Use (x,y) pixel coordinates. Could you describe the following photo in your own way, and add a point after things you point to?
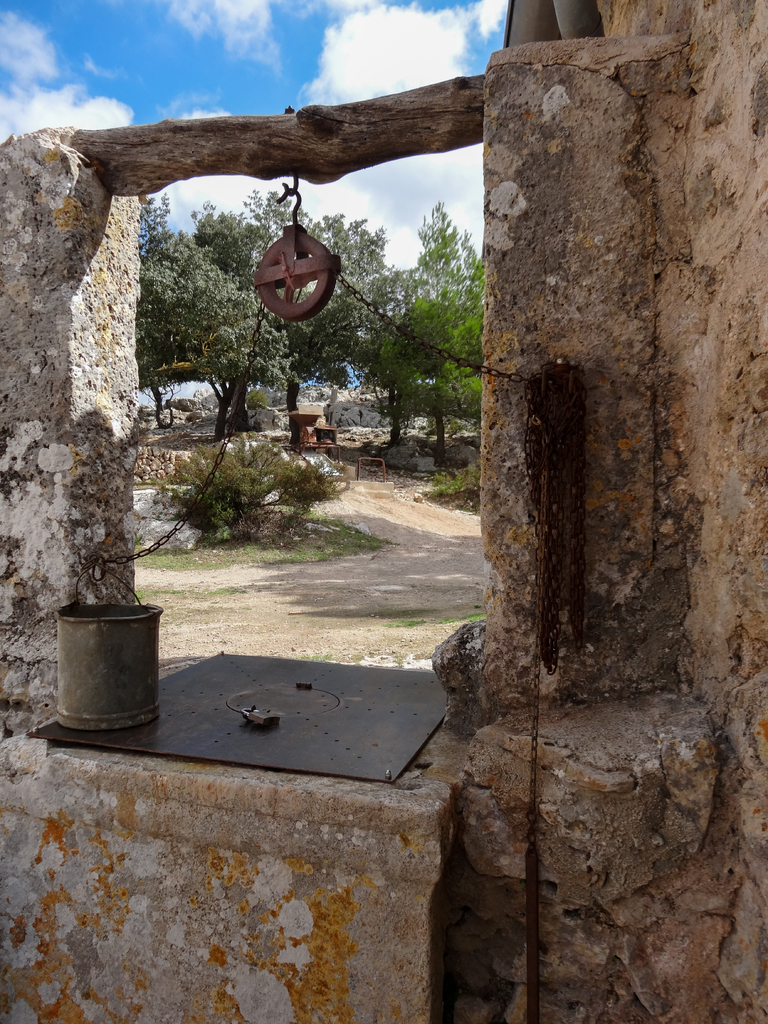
This image is taken outdoors. At the top of the image (185,70) there is the sky (144,59) with clouds (408,53). In the background (262,364) there are a few trees (300,327) on the ground (371,504). There is an empty bench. There is a plant (303,509). At the bottom of the image (397,857) there is a well (419,839) with a lid (196,701) and there is a bucket (106,610) with a chain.
